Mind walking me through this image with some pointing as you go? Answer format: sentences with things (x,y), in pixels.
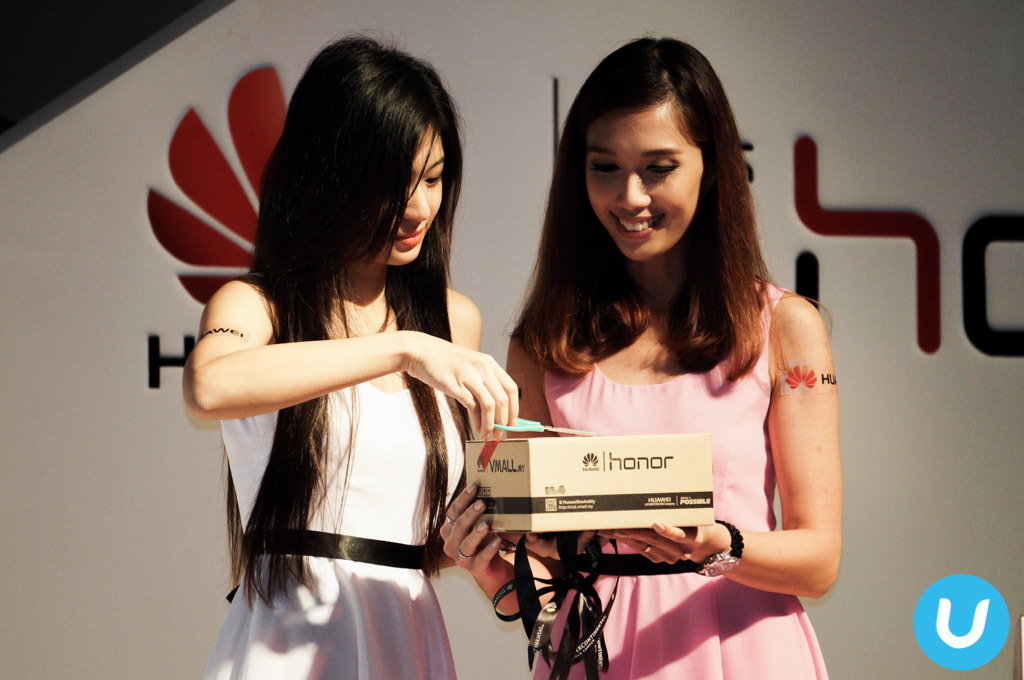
This is the picture of a place where we have two ladies (444,465), among them one is holding the box (510,461) and the other lady (505,415) is holding the scissors (499,428).
